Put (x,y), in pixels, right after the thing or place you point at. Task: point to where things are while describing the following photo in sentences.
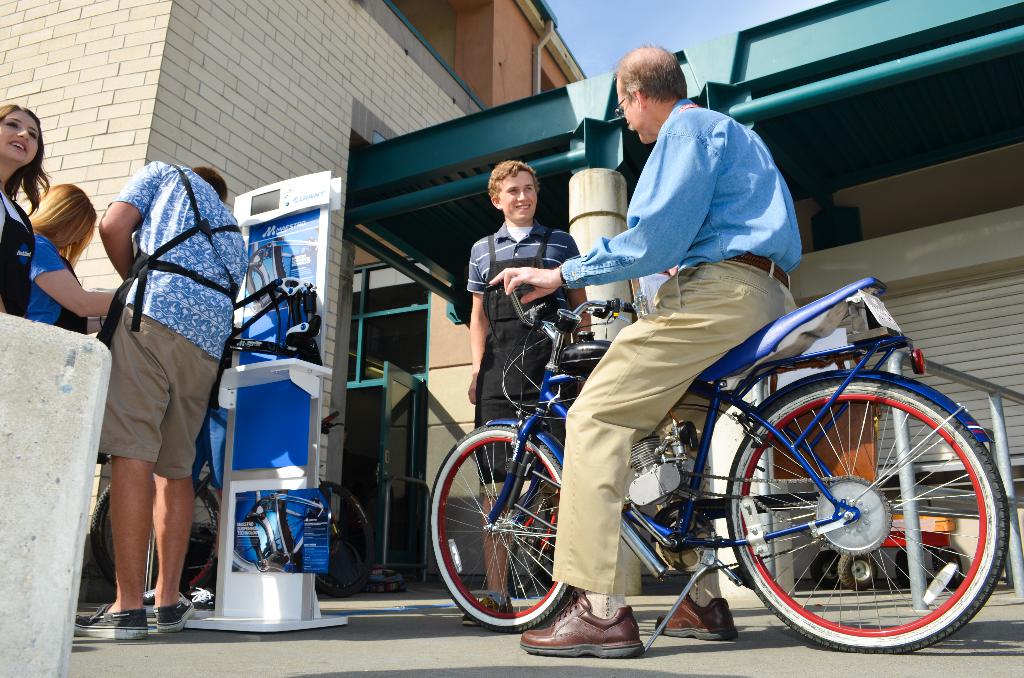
In this image i can see a person (725,196) wearing a blue shirt (716,210), khaki pant (670,332) and shoes (560,639) sitting on bicycle (707,430), I can see few other persons (489,358) standing in front of him. in the background (396,84) I can see the building (344,109) and the sky (674,19).
